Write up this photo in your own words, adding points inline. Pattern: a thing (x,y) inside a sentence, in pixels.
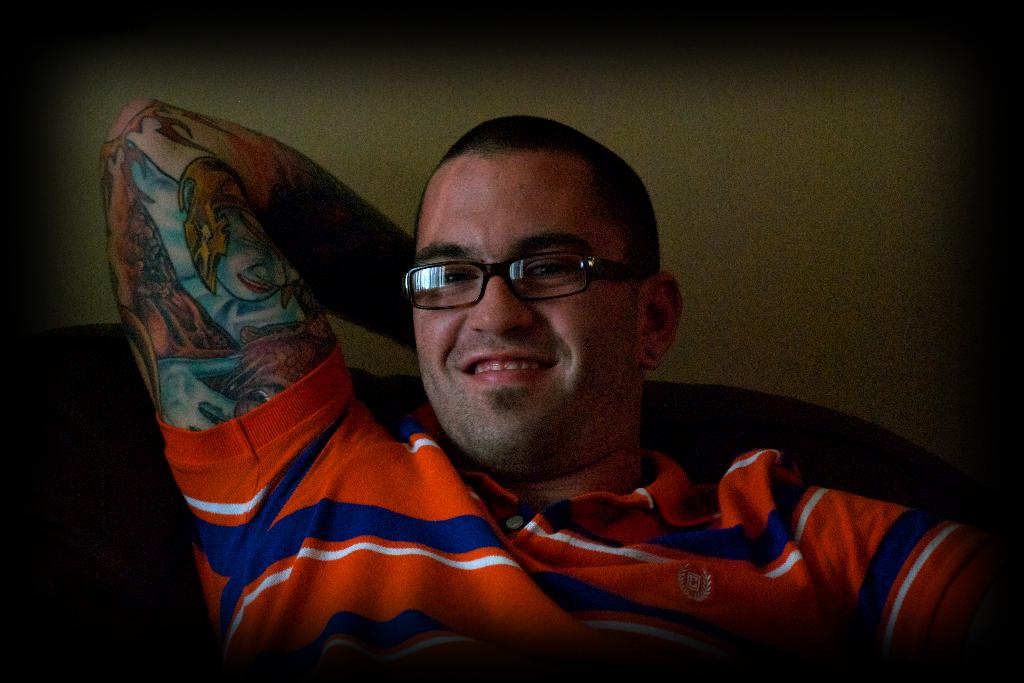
In this image we can see a person (540,568) smiling. Behind the person (426,430) we can see a wall (519,87). On the person's hand (155,318), we can see a tattoo (181,223).
